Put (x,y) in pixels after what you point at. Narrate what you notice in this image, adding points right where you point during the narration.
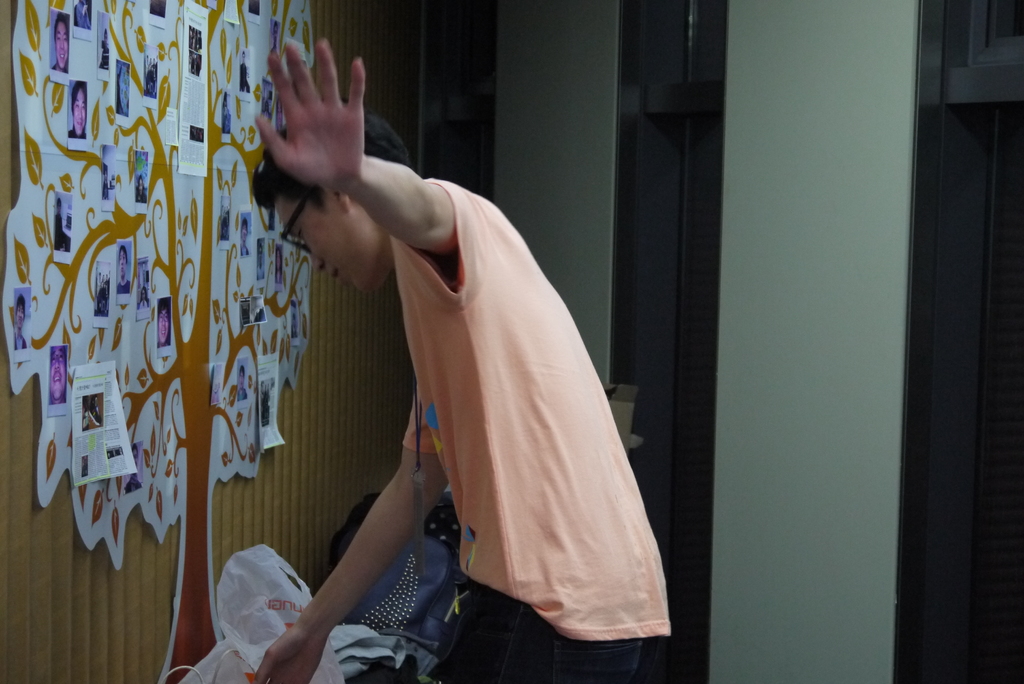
This image consists of a man (543,356) wearing a T-shirt (582,620). On the left (122,302), there is a tree poster (152,400) on the wall (171,578). On the left (252,559), we can see a carry bag (247,577). And we can see photographs (100,315) on the wall (86,584).
